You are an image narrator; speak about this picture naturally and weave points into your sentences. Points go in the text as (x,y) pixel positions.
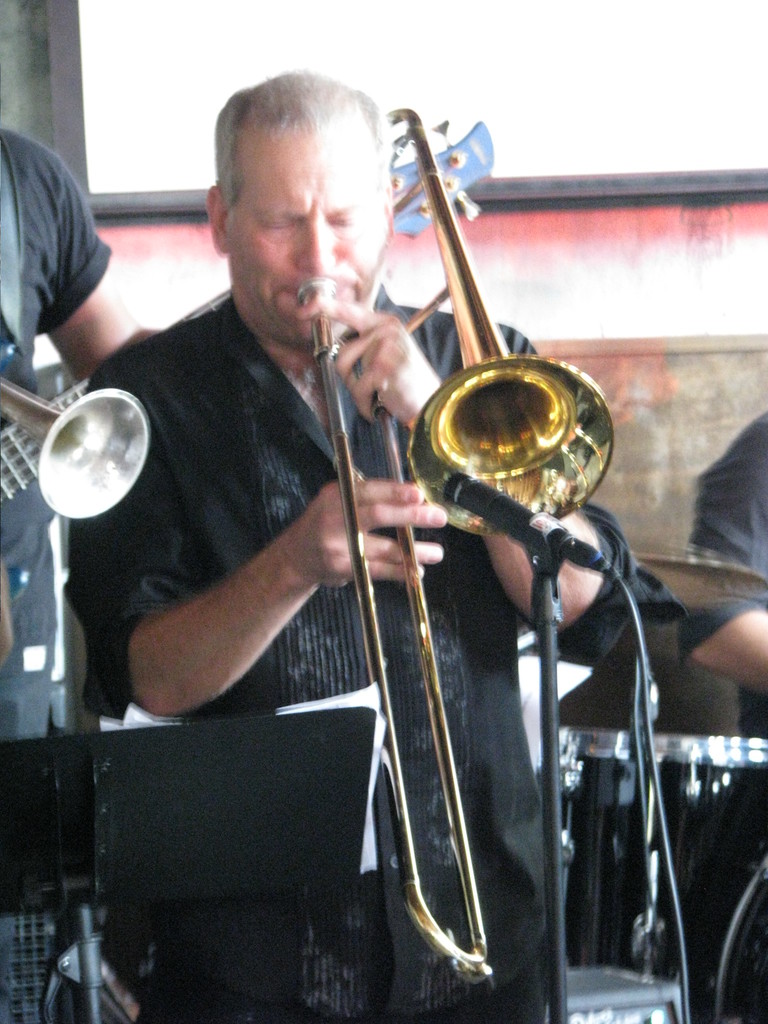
In the middle of the image (278,502) a man (301,505) is standing and he is holding a musical instrument (489,425) in his hands (401,381) and playing music. On the left side of the image (39,320) there is a person (31,184) and there is a musical instrument (39,422). On the right side of the image (726,588) there is a man (727,610) and there is another musical instrument (637,865).
